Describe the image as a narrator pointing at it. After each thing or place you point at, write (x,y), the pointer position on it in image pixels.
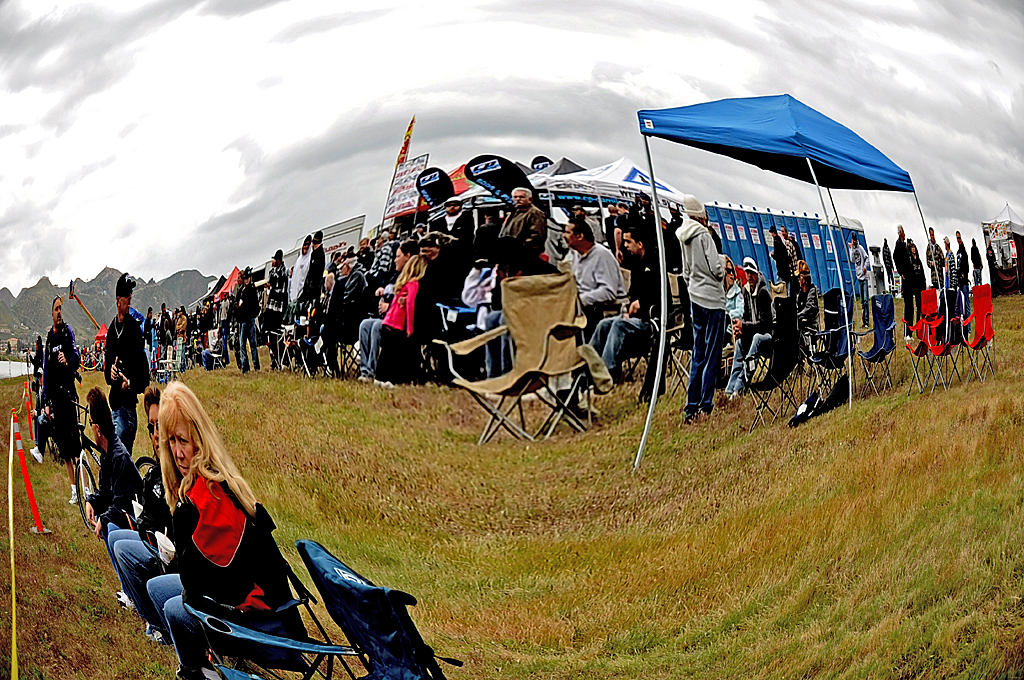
In this image there are so many people (41,413). There is a tent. There are chairs (835,340) and grass (600,402). There are mountains (105,292). There is a sky (53,238).
